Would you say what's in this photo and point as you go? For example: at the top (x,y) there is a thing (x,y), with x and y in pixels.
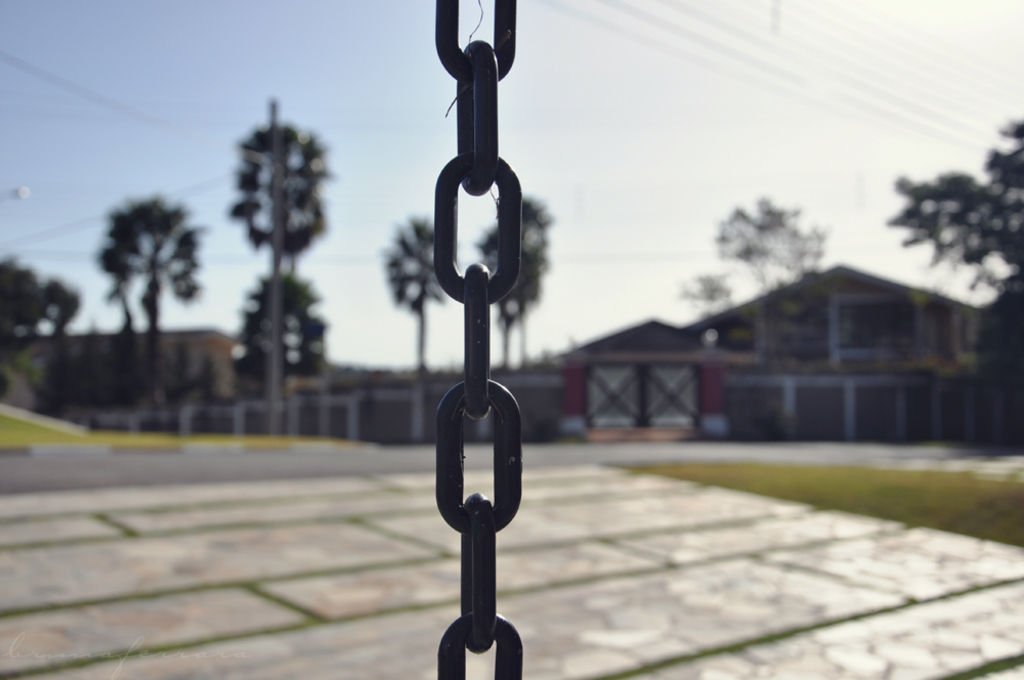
This image consists of a chain (475,115). In the background (511,375), there is a building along with the trees (313,320). At the bottom (155,481), there is a road (95,515).
